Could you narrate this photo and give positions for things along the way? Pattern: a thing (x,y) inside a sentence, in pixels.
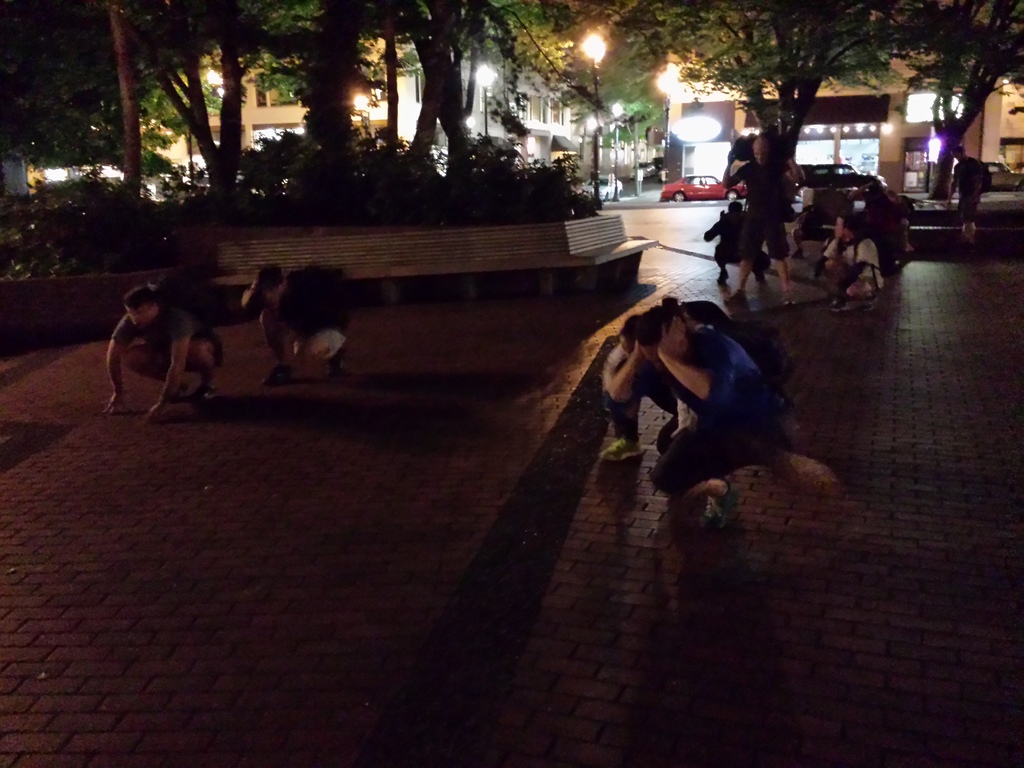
In the image we can see there are people (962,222) sitting on the ground (566,466) and there are lot of trees (818,48). Behind there are buildings (865,89) and there are cars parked on the road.
